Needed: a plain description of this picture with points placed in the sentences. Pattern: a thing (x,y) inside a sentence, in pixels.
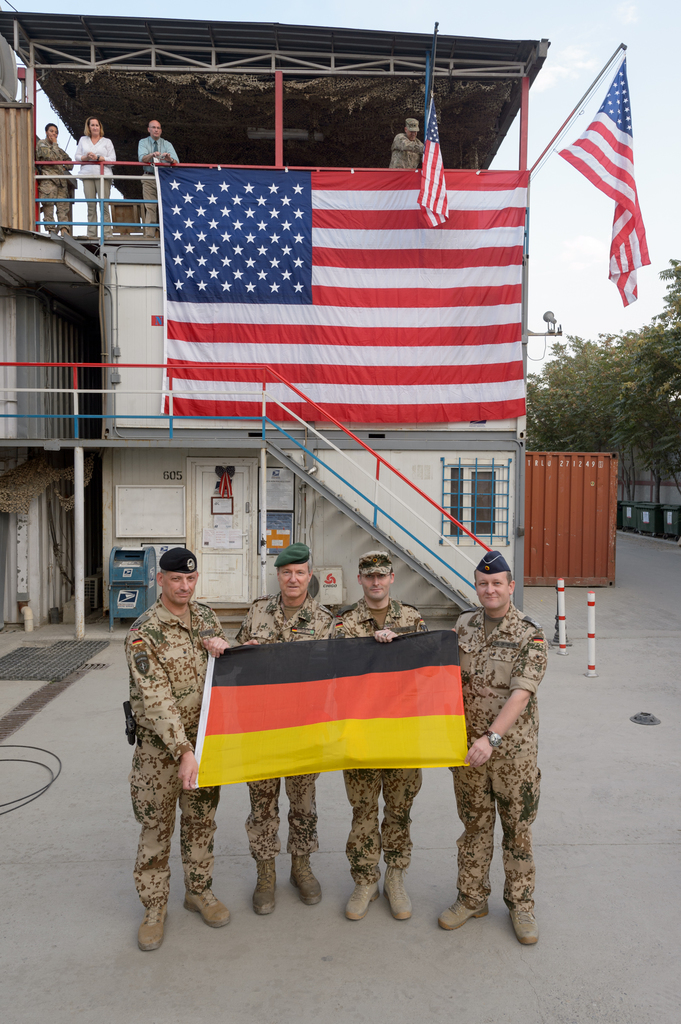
In this image there are four men (327,635) standing on a pavement (662,700) and holding a flag (401,731), in the background (200,516) there is a building (61,281), for that building (528,243) there are flags (379,205), on that building (358,166) there are four people (58,169) standing at the top (168,130) there is a roof (374,61), beside the building (367,166) there are trees (612,375) and the sky (574,59).
